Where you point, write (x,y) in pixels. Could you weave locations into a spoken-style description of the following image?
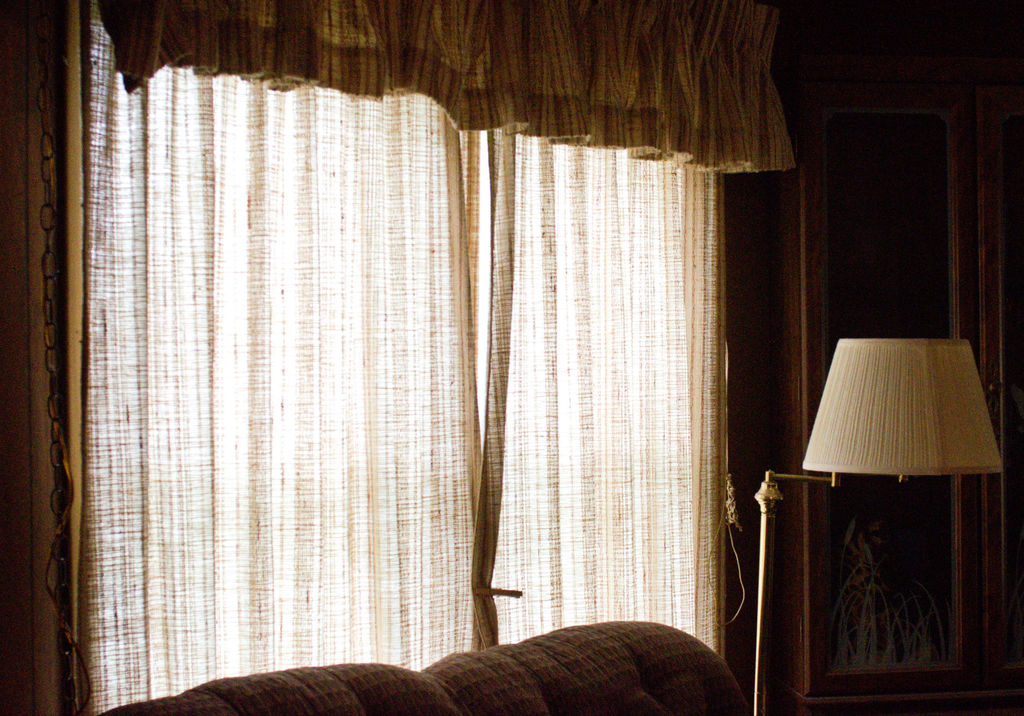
In this image, I can see the curtains (539,356) hanging to a hanger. On the right side of the image (938,244), there is a wardrobe (938,275) and a lamp (851,466) with a stand (763,641). At the bottom of the image (437,675), I can see a couch (567,680).
